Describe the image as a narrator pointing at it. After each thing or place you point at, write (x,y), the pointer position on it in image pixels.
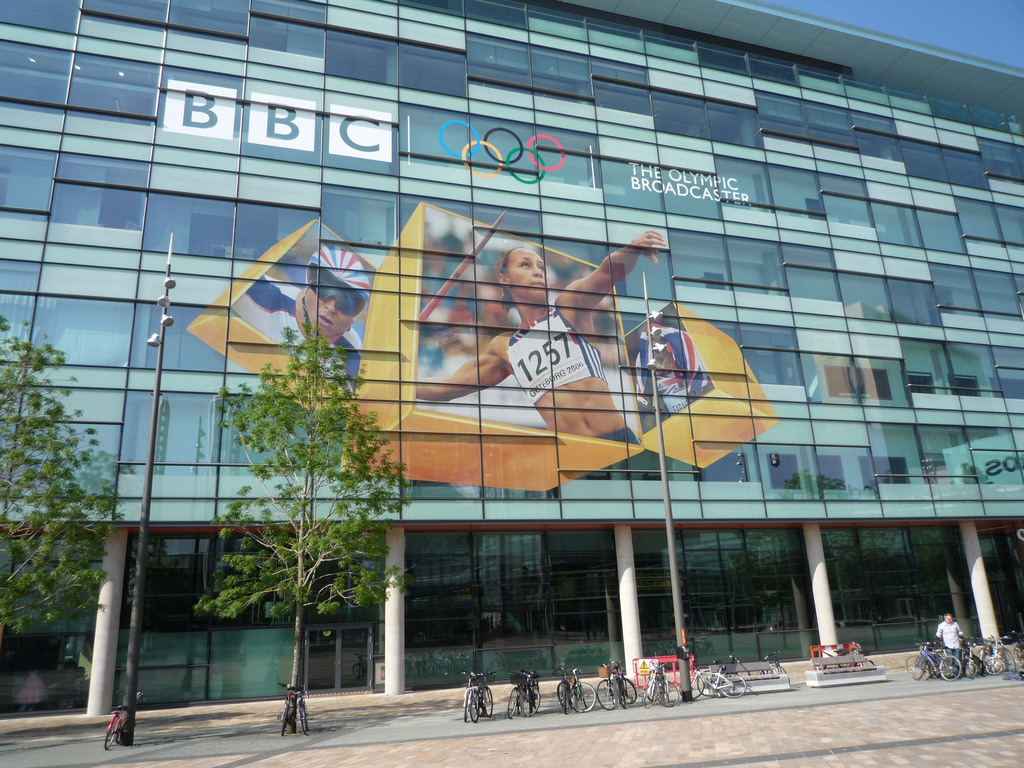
In this image we can see a building (305,244) with pillars (398,564). We can also see some pictures (499,414), text (556,380) and a logo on the building (556,418). On the bottom of the image (291,589) we can see some trees (330,606), a group of bicycles (522,686) parked on the footpath (578,717), some poles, benches (759,678) and a person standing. On the backside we can see the sky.
